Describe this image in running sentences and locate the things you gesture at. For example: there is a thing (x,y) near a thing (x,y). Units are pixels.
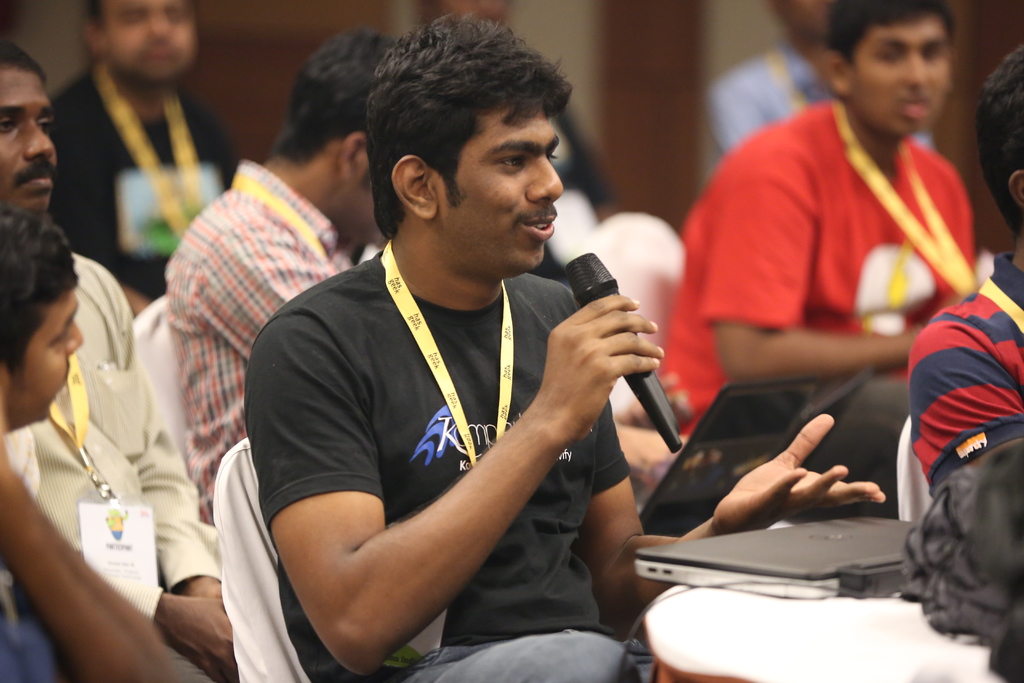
In this image we can see some group of persons (29,93) sitting on chairs (171,334) and a person (348,352) wearing black color T-shirt (419,398) holding microphone (590,286) in his hands (741,527) sitting on chair (249,496) and there is a laptop (742,572) in front of him.
